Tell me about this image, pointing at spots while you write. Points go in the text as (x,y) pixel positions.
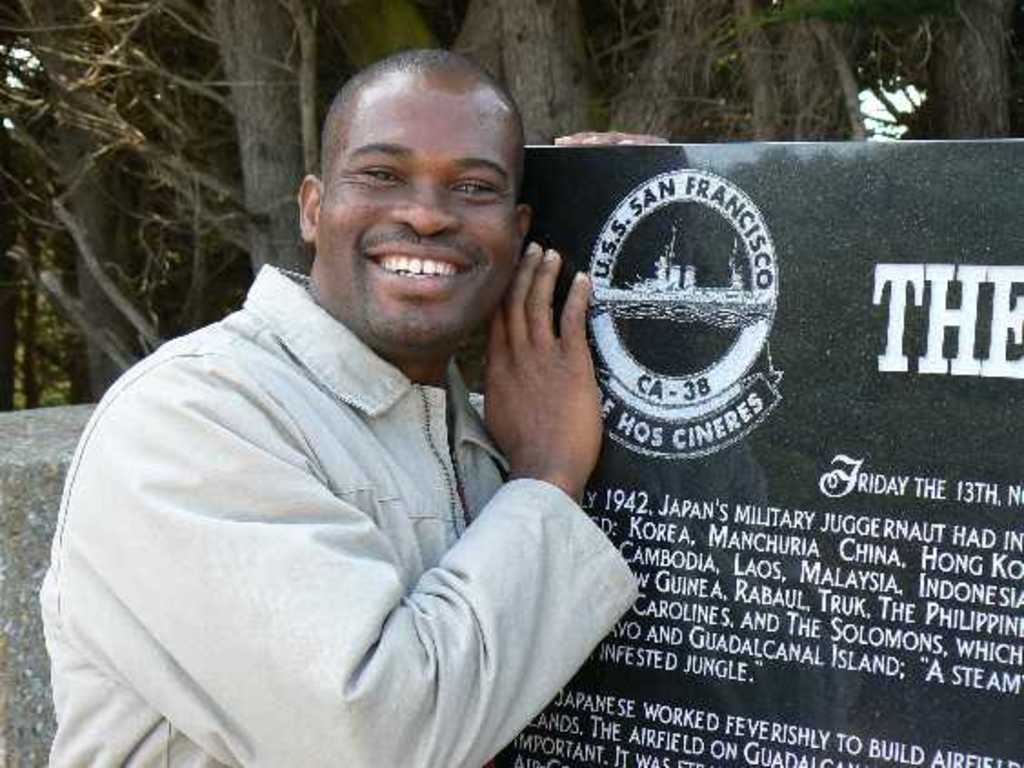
In this image I can see a person (388,174) standing, laughing and posing for the picture. He is holding a board (618,359) on the right hand side (745,424) with some text (761,273). I can see trees (899,57) behind him and a wall (37,466).
